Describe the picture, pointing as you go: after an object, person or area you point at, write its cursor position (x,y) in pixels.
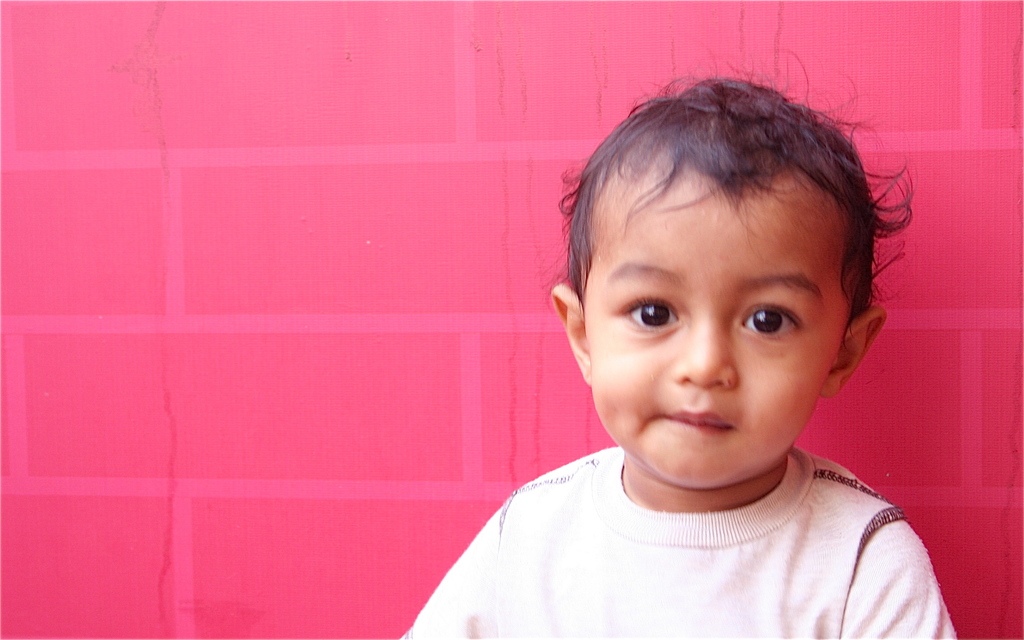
In this picture there is a boy (610,606) who is wearing white t-shirt (819,581). At the back (427,364) there is a red wall (425,379).
